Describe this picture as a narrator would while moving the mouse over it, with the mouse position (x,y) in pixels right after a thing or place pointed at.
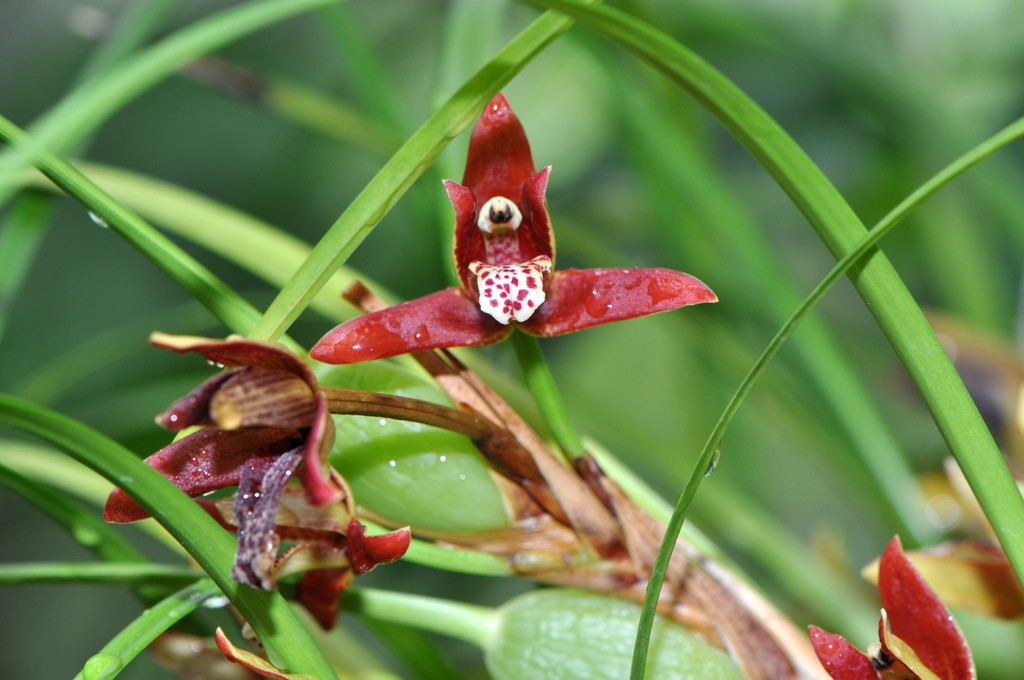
In this picture there are flowers (443,297) and buds (393,374) in the image.
